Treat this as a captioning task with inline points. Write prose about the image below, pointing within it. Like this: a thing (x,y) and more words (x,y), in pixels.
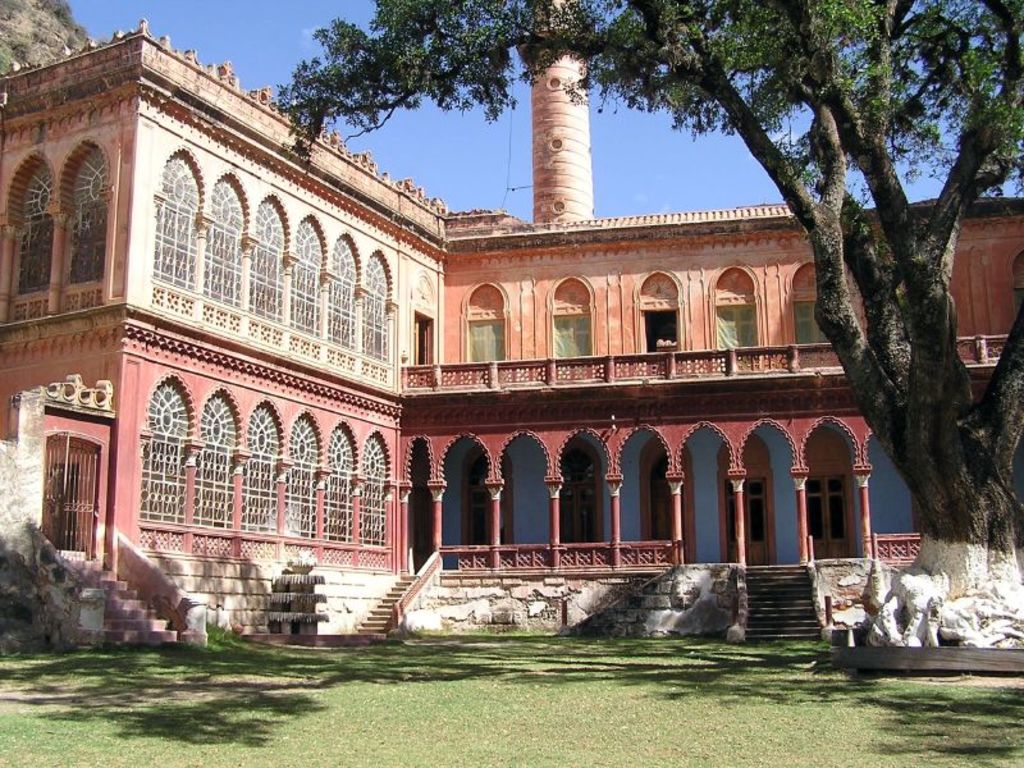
In the picture I can see the grass (194,650), pillars (55,281), steps (120,619), building (260,237), trees (849,359) and the blue color sky (195,28) in the background (143,9).
